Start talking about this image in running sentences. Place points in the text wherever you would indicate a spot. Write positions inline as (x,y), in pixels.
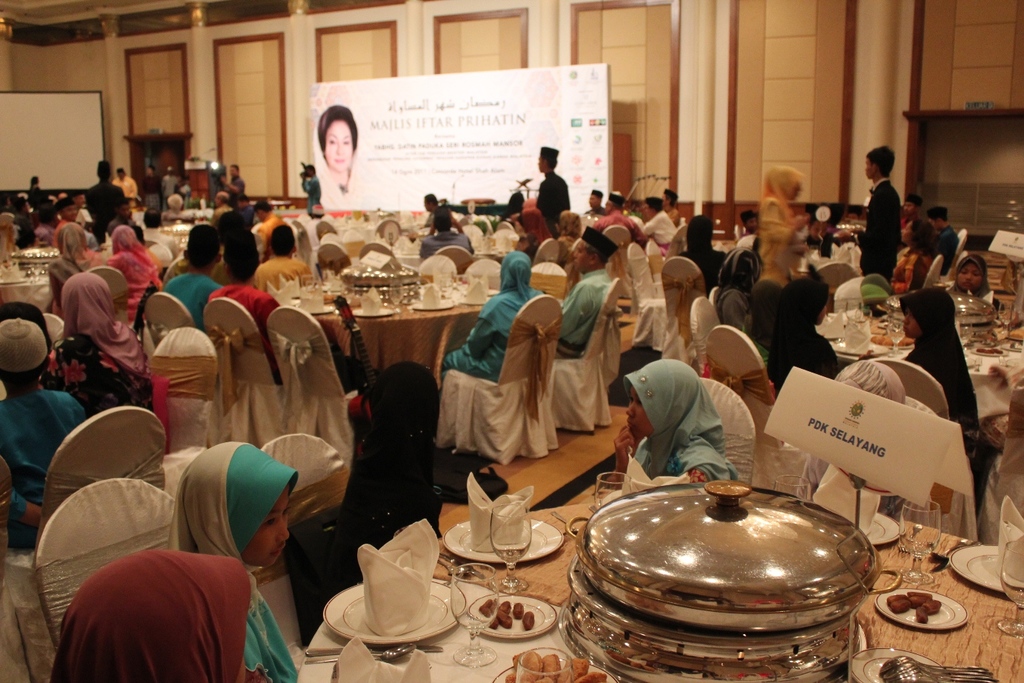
In this image we can see a group of people (901,268) who are sitting on a chair (268,391). They are having a food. Here we can see a hoarding (573,82) which is on the top center (430,156) to the room (460,197).
